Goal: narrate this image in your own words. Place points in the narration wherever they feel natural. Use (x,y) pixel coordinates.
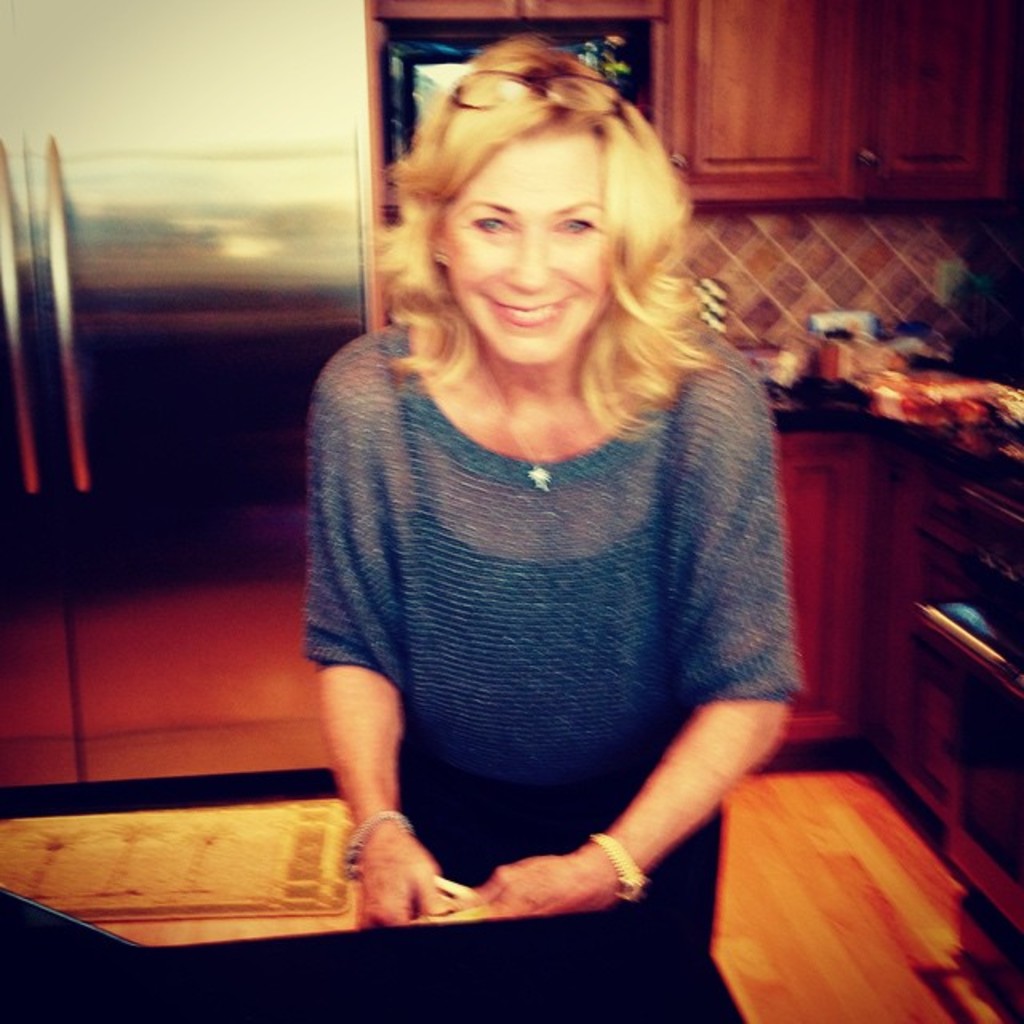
In the foreground of this picture (497,610), there is a woman (597,638) standing and smiling. In the background (153,188), there is a refrigerator (197,160), few cupboards (888,110), microwave oven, few objects (976,437) on the kitchen slab (984,447) and the floor (784,858).
